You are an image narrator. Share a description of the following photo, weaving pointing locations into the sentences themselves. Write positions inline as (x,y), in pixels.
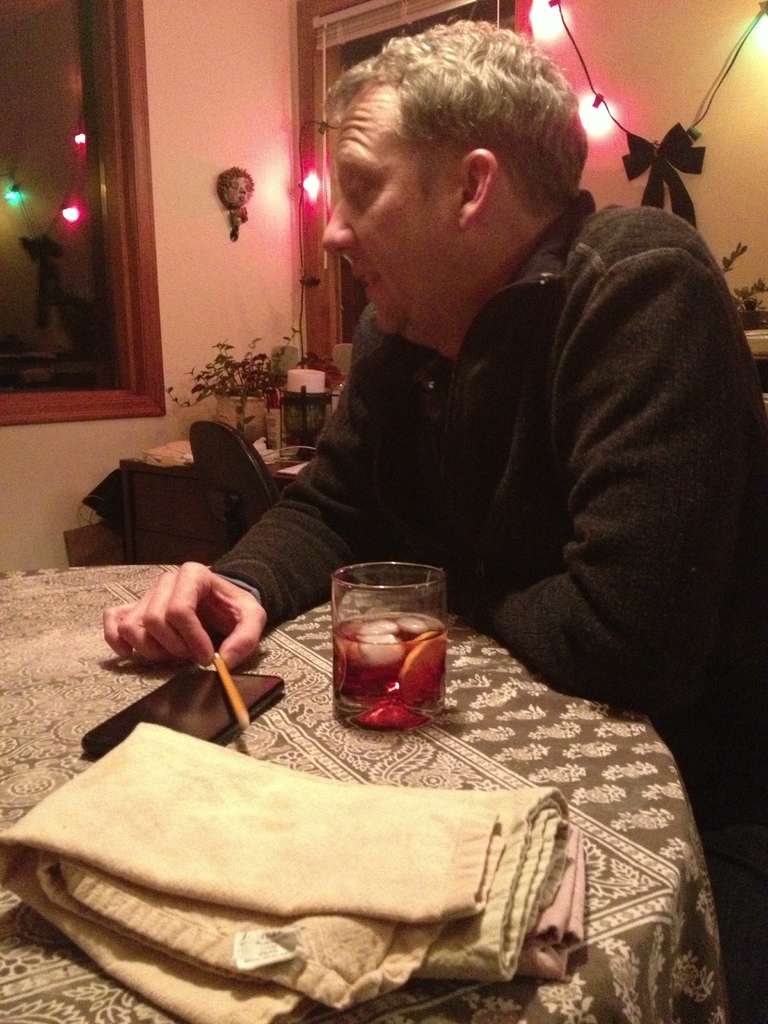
In this image, I can see a person (609,642) sitting and holding a pencil (224,674). I can see a mobile (208,735), napkins (512,968) and a glass of liquid (399,684) on a table (542,759), which is covered with a cloth (669,892). In the background (255,418), there are lights (75,206), windows (66,204), a chair (239,433), house plant (227,397), an object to the wall (258,256) and there are few other objects (288,438).
